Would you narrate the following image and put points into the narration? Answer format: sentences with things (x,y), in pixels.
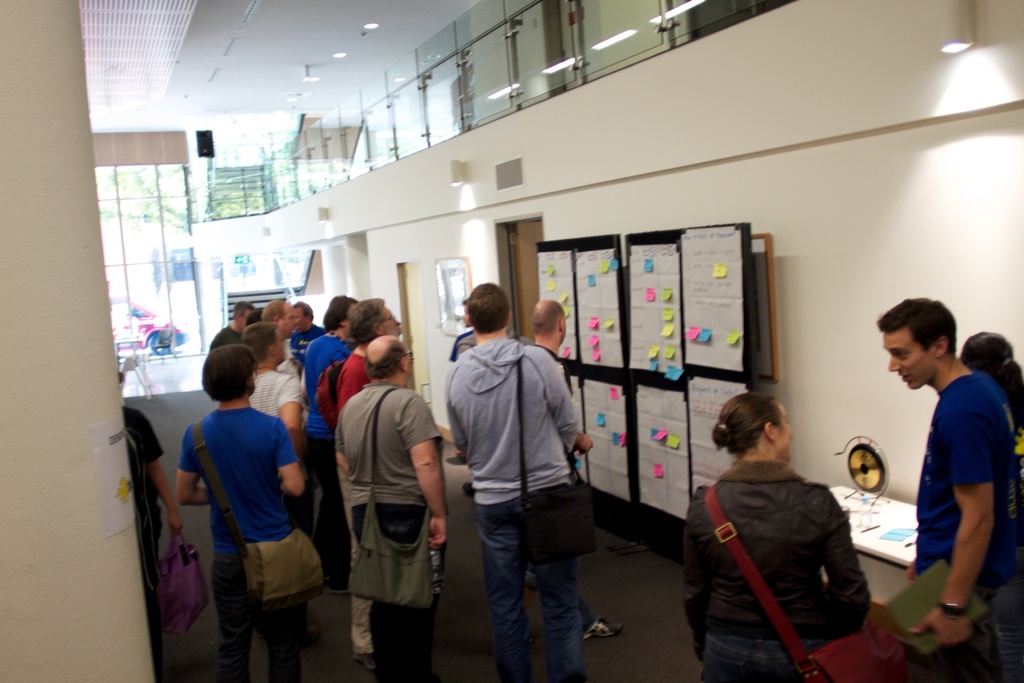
At the bottom (745,682) there are few persons (558,353) standing and among them few persons (548,389) are carrying bags (227,511) on their shoulders (552,374) and a person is holding a bag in the hand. We can see the papers (586,390) attached to the boards (616,379), frames (448,306) and lights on the wall (865,424). At the top (280,173) we can see glass fence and through the glass doors (148,340) we can see a vehicle (142,324) and trees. On the right side (866,458) there is an object (863,486), papers (893,540) and pens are on the table (879,541).
